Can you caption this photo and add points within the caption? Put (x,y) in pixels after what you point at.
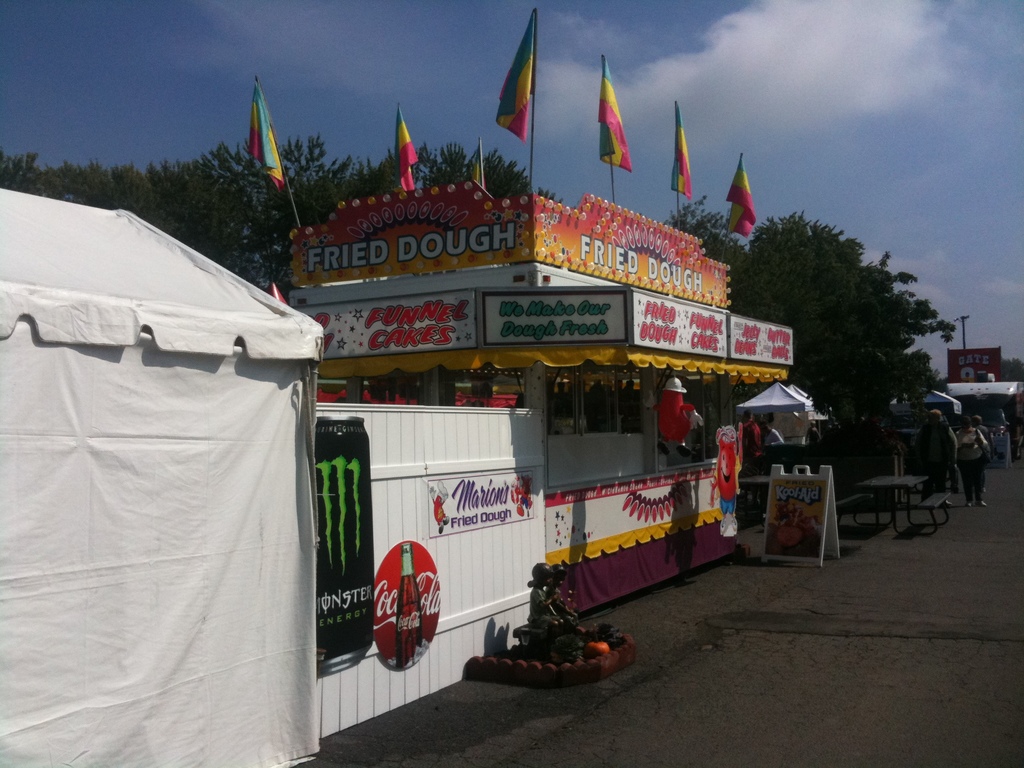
In this image we can see some stalls (619,379), name board (531,325), sculpture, flags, people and some other objects (348,570). At the bottom of the image (812,676) there is the floor (887,668). In the background of the image (869,263) there are some trees (873,283) and the sky (851,165).
